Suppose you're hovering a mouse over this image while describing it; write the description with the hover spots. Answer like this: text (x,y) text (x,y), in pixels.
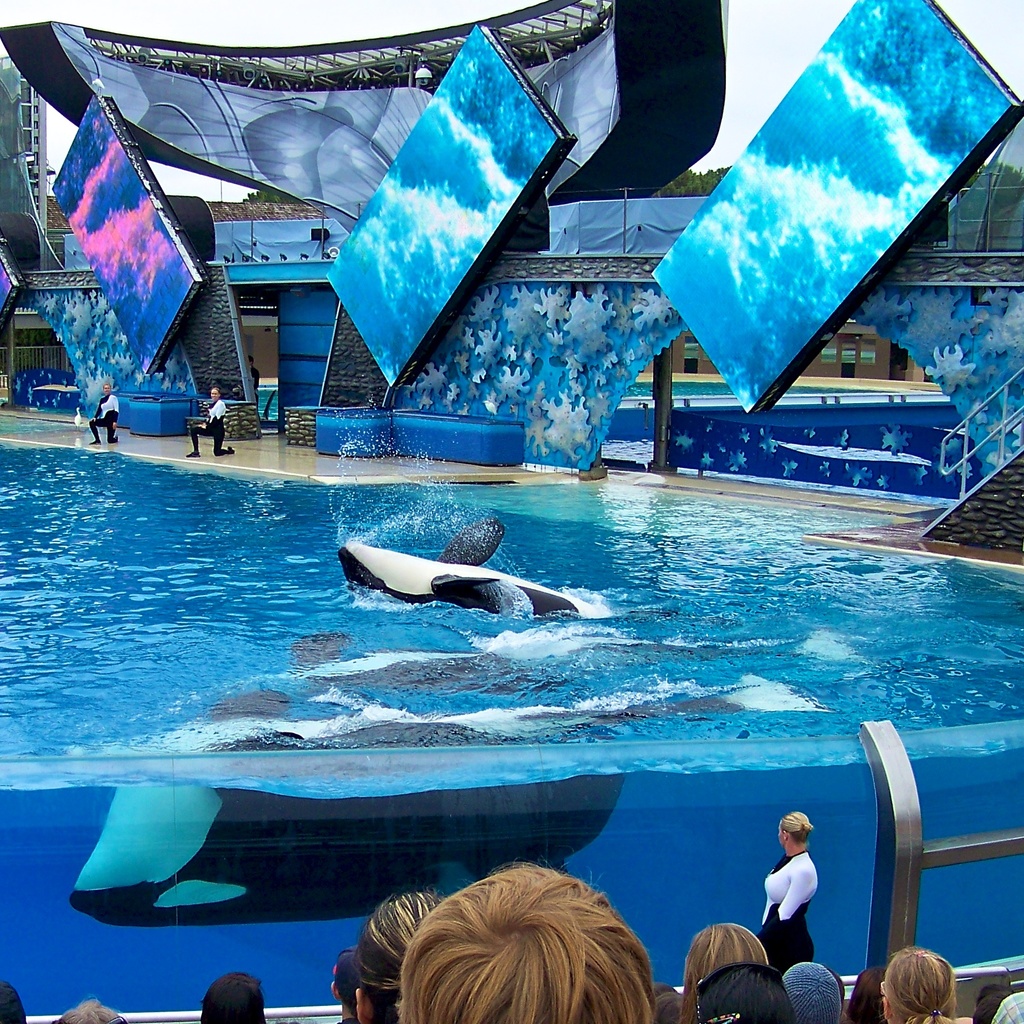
In this image, we can see some water (516,557). There are a few people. We can see some killer whales (579,608) swimming in the water (684,799). We can see the railing (966,458). We can see some hoardings (414,212). Among them, a few are digital hoardings (761,177). There are some trees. We can see the ground (333,460) and the sky (768,35). We can also see a ladder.
